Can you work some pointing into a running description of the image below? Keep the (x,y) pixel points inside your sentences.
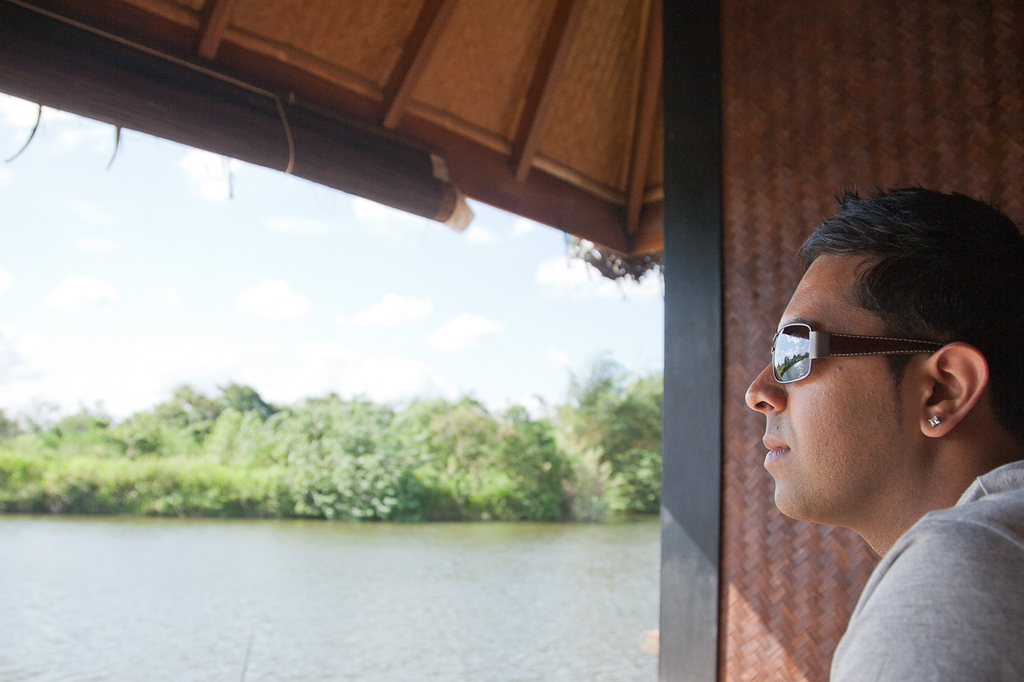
In this image I can see a person (985,577) is wearing ash dress (990,596). Back I can see few trees (421,441), water (284,659) and brown wall (805,107).
